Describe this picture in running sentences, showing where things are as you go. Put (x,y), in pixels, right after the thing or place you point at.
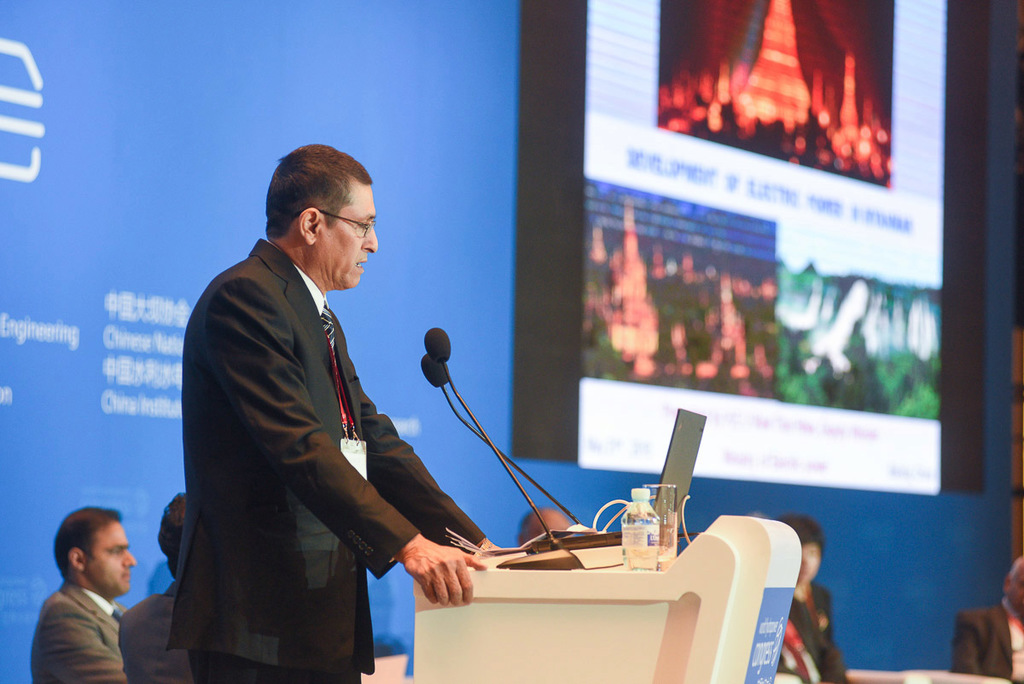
In this image i can see man (294,454) standing in front of the podium (496,562) and micro phone (438,369) at the back ground (695,172) i can see a projector (679,160) and a man (109,579) sitting.
